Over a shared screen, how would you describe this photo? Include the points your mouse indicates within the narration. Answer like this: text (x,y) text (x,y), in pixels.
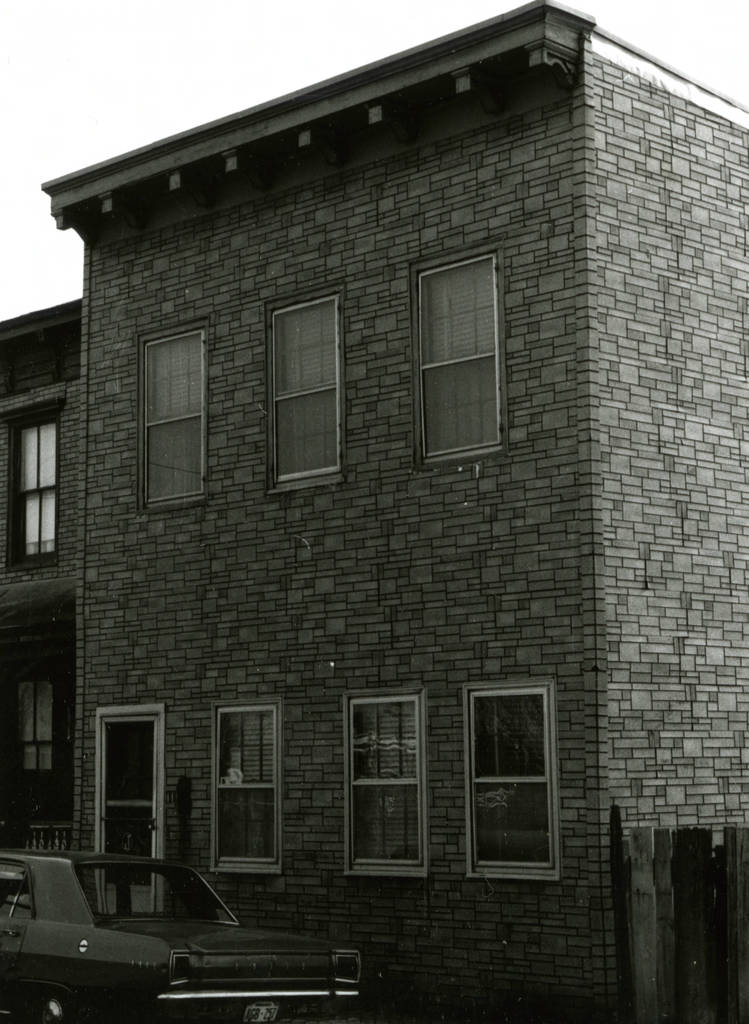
In this image we can see a vehicle (132,948) at the bottom (135,971) and there is a building (184,610), windows (269,374), doors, fence (665,965) on the right side (642,916) and in the background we can see the sky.
